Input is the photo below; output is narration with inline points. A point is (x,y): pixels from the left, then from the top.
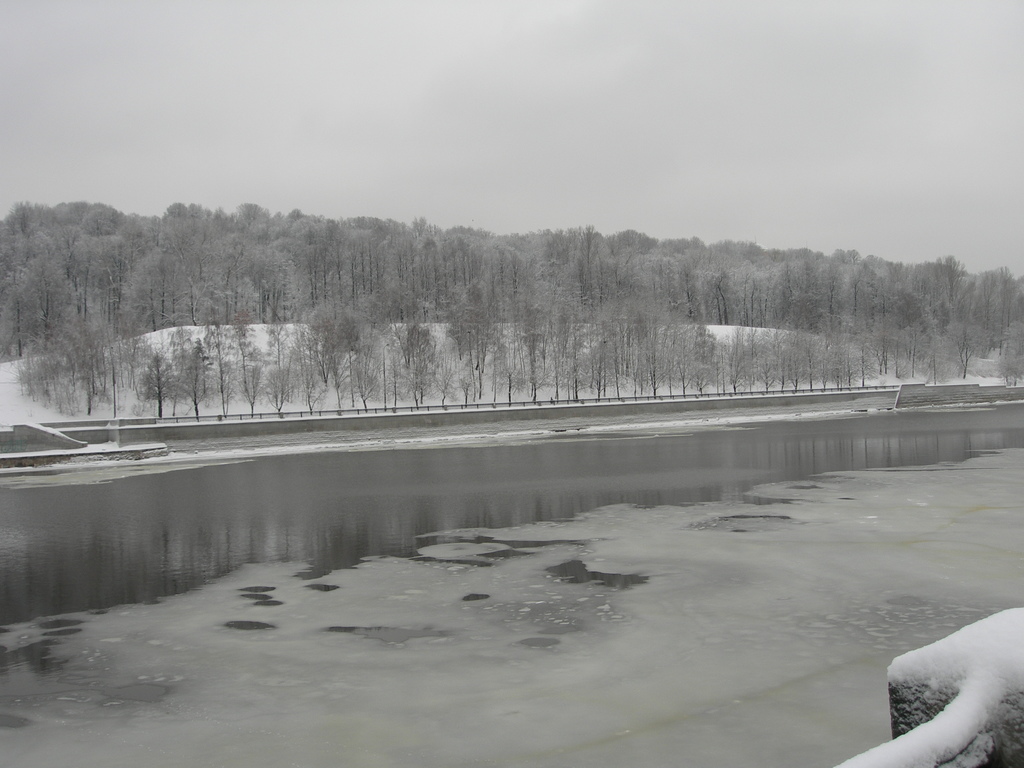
In the picture there is a river (338,641) covered with ice (771,548) and behind the river (322,469) there are many trees (643,295) and they are also covered with a lot of snow (621,305) and in between the trees (116,344) there is a lot of ice (295,346). In the background (719,68) there is a sky (703,60).
